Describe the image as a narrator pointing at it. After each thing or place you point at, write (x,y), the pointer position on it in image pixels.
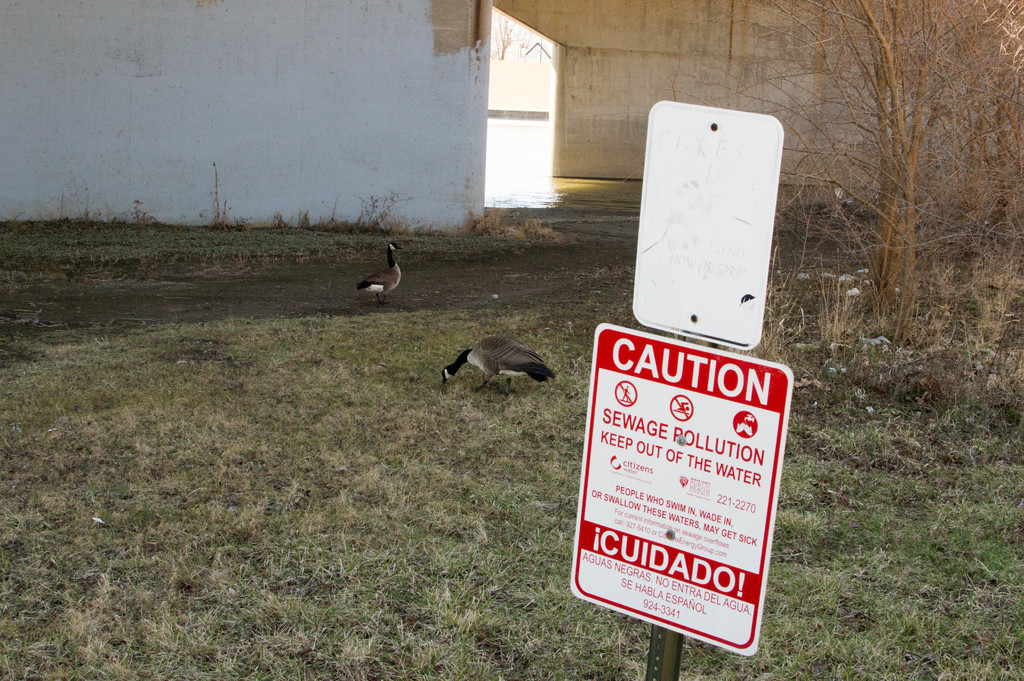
In the foreground of the picture (711,453) there are boards (691,318) and grass (212,531). On the right (912,229) there are trees (1010,211) and plants (825,340). In the center of the picture (457,293) there are geese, grass (326,347) and path (484,265). In the background (294,95) we can see wall (274,117).
